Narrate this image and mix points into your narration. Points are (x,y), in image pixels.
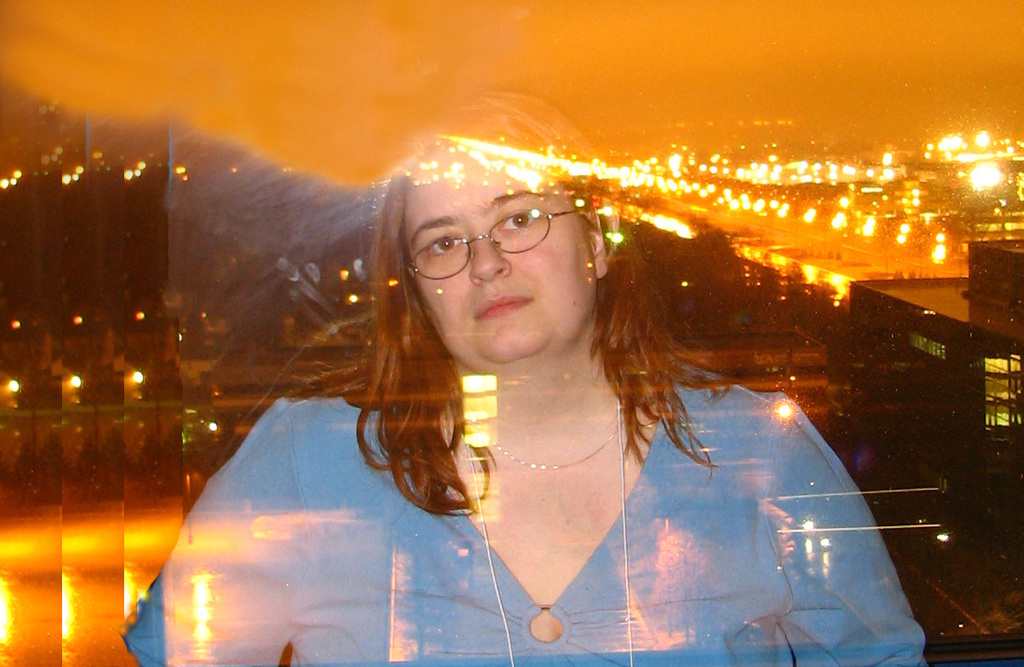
This image consists of a woman (469,612). In the background (1006,323), we can see a building (1023,273) and road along with light (1006,379). It looks like the image is edited.
